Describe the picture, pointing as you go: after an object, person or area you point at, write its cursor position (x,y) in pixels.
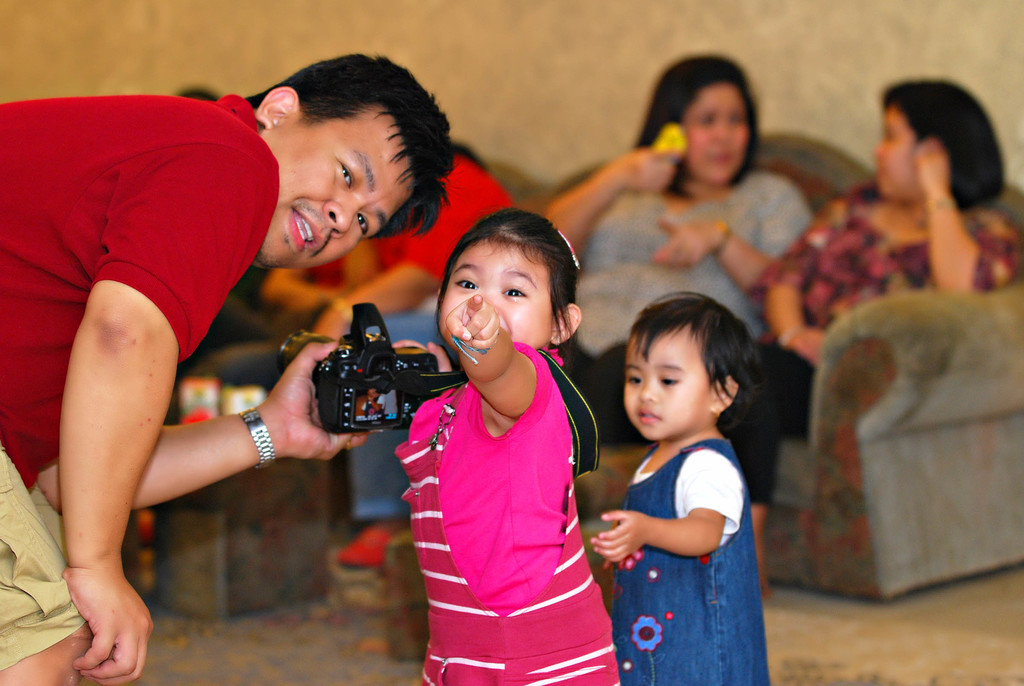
In this picture there is a man (97,242) wearing a red t shirt (217,222), holding a camera (343,389) in his hands (289,406). There are two kids (494,421) standing beside him. In the background (664,238) there are three women (634,221) sitting in the sofa (947,308). We can observe a wall (553,84) here.
